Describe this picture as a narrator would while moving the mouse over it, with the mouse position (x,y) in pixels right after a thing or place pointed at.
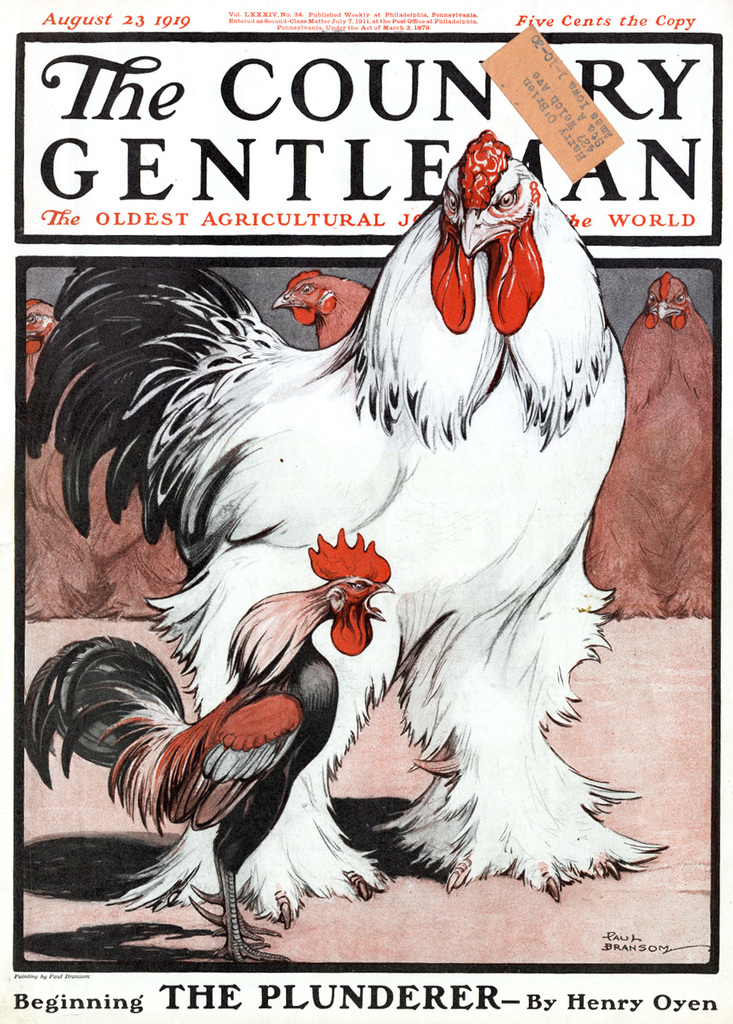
In this image we can see a poster (264,825). There are drawings (352,503) of cocks (303,511) and hens (687,469). Also something is written on the image.
